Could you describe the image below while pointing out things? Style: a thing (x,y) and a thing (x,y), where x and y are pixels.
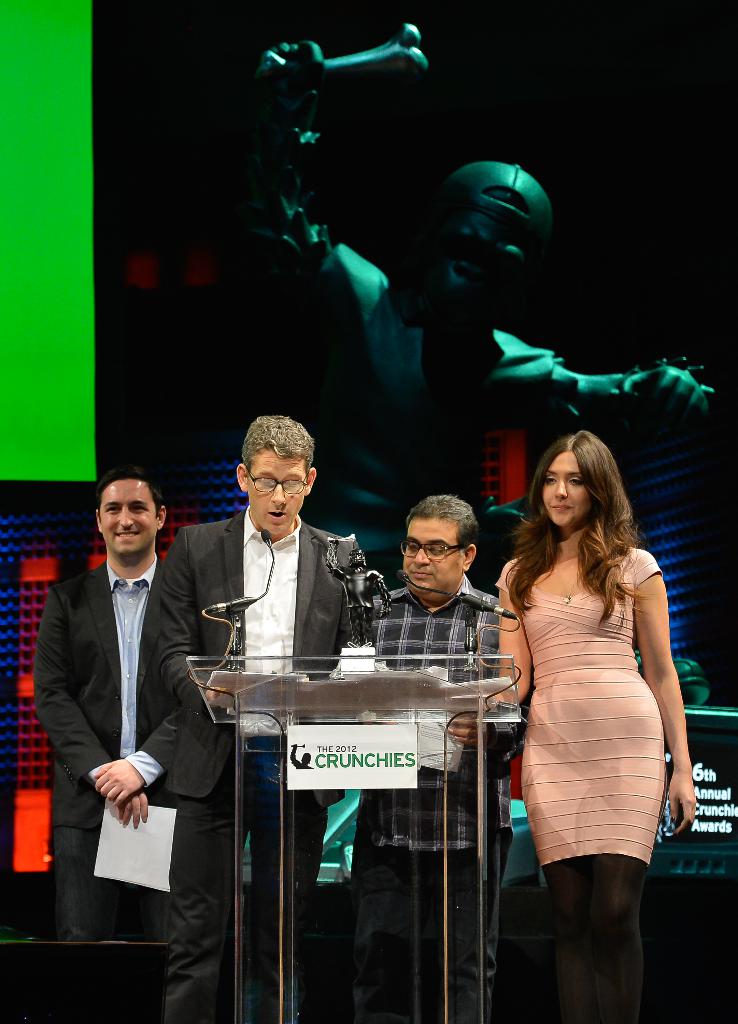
There are four persons (624,525) in different color dresses (226,529), standing on a stage (668,1022). One of them is speaking in front of a mic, which is attached to a stand (274,557) which is on a glass stand (371,677), on which there are documents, a statue (357,654) and another mic (454,594). In the background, there is a screen (82,156).
